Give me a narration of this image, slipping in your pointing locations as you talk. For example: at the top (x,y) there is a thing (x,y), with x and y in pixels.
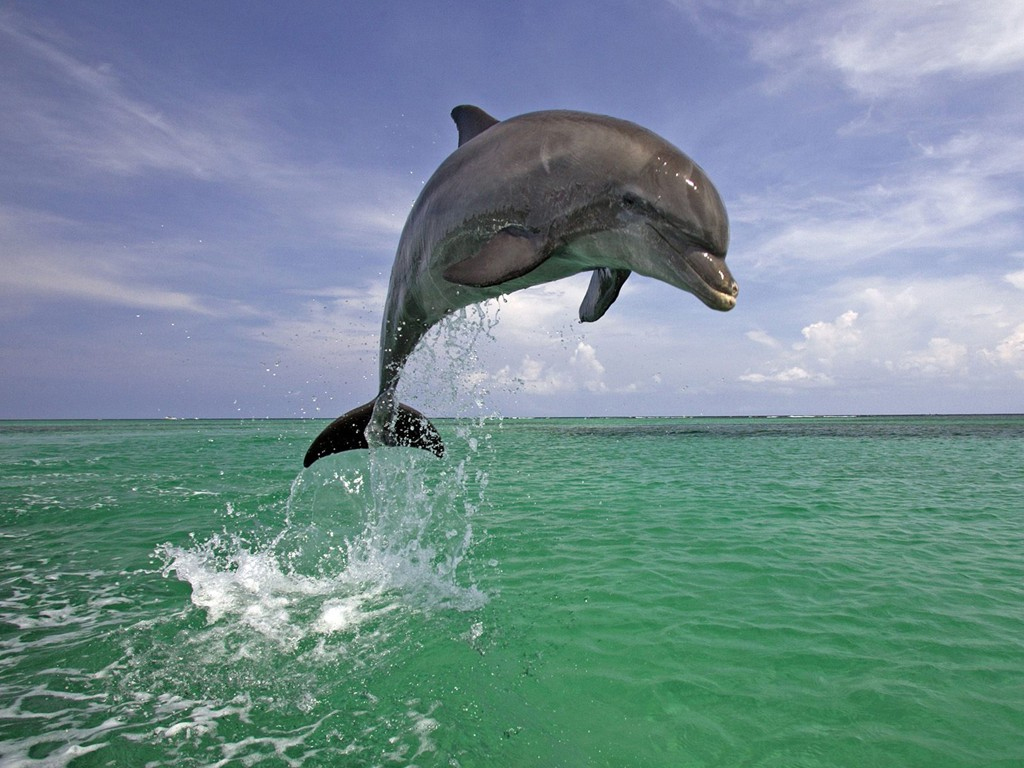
In this picture we can see the sky (724,105) and water (24,652). This picture is mainly highlighted with a dolphin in the air (330,367).
